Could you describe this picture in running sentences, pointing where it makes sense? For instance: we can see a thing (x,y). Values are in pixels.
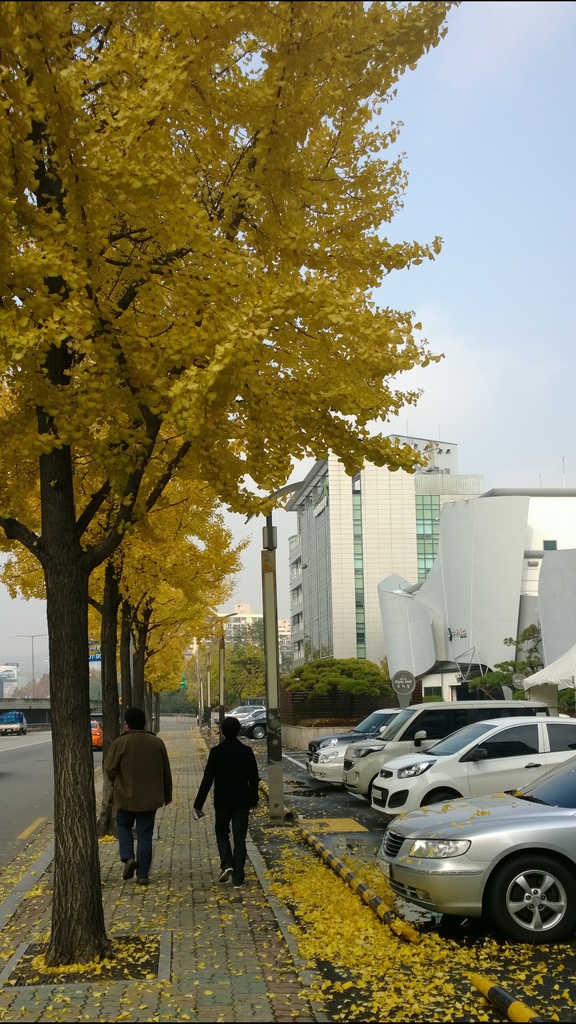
In this picture there are cars (417,827) on the right side of the image (426,841) and there are yellow trees (85,479) on the left side of the image (101,479), there are people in the image and there are buildings (358,586), trees (35,694), and poles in the background area of the image (337,667).
